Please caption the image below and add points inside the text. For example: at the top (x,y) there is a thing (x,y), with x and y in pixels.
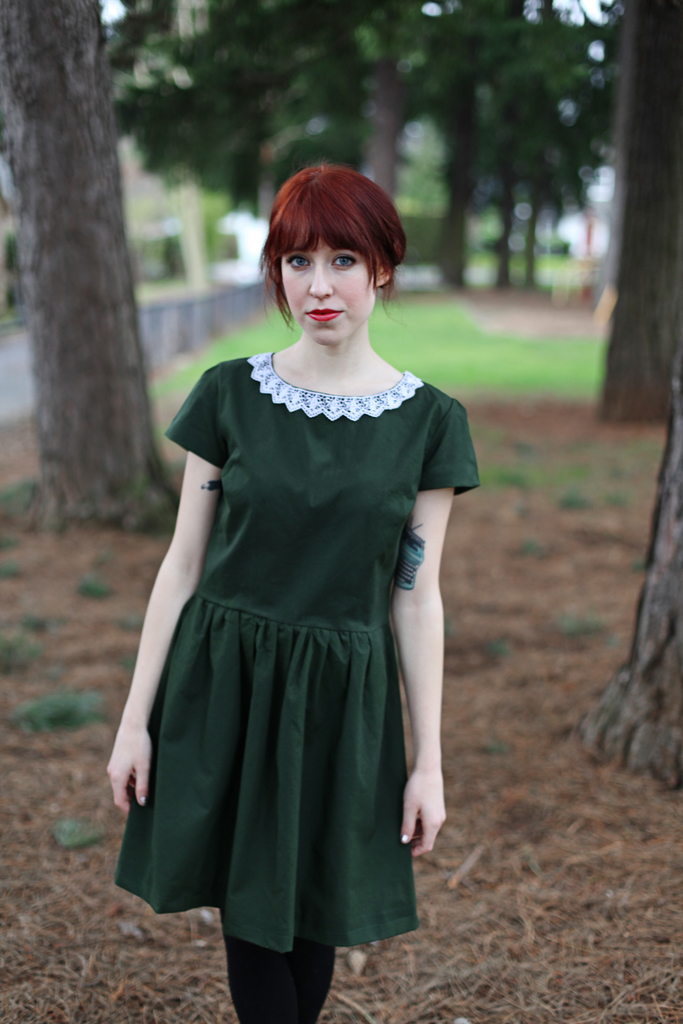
In the picture we can see a woman (323,624) standing on the surface (78,609) and she is wearing a green dress (223,372) and has a red hair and in the background (116,524), we can see some trees (105,184), grass (533,384) and a wall (201,323) behind to it we can see a house building (572,221).
